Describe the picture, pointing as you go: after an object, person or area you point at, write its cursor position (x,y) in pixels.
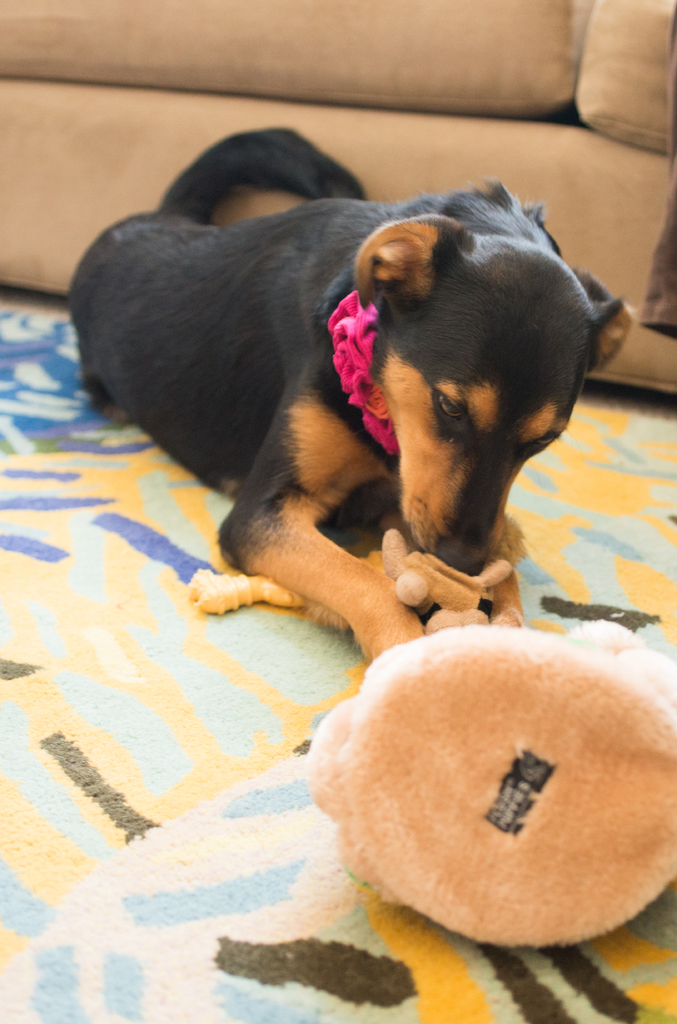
As we can see in the image there is toy (489,760), mat (171,777), black color dog (263,490) and sofa (360,36).
